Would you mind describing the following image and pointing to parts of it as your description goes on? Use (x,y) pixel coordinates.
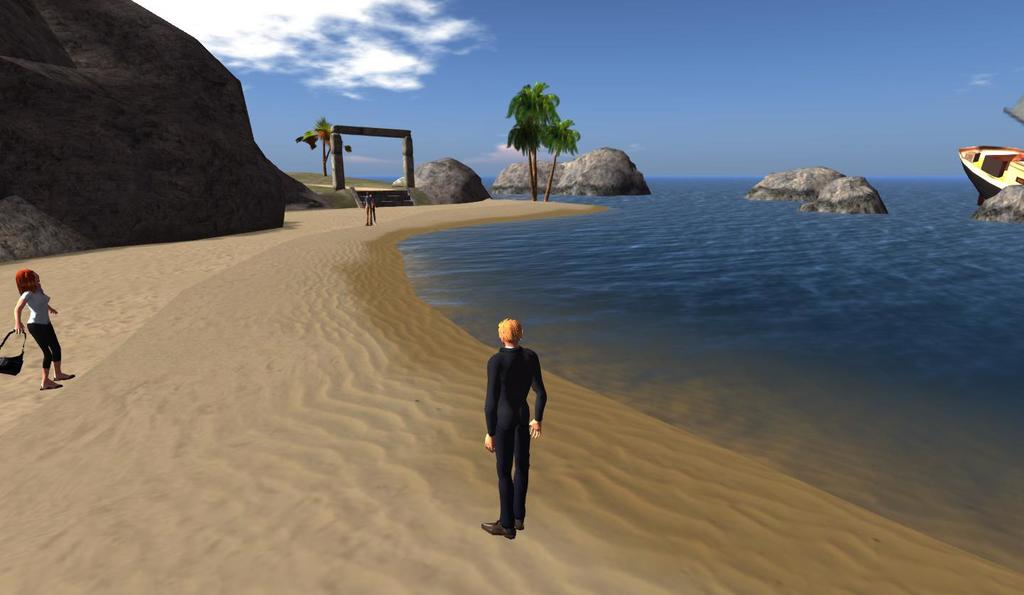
The image is an animation image in which there is a sea shore (397,384), people (528,382) are standing and a woman (37,334) is holding a purse (20,369) in her hand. Behind there are trees (568,149), there is an arch (336,149). There are rocks (869,200) in between the water (693,248) and there is a clear sky (455,113) on the top (471,110).
